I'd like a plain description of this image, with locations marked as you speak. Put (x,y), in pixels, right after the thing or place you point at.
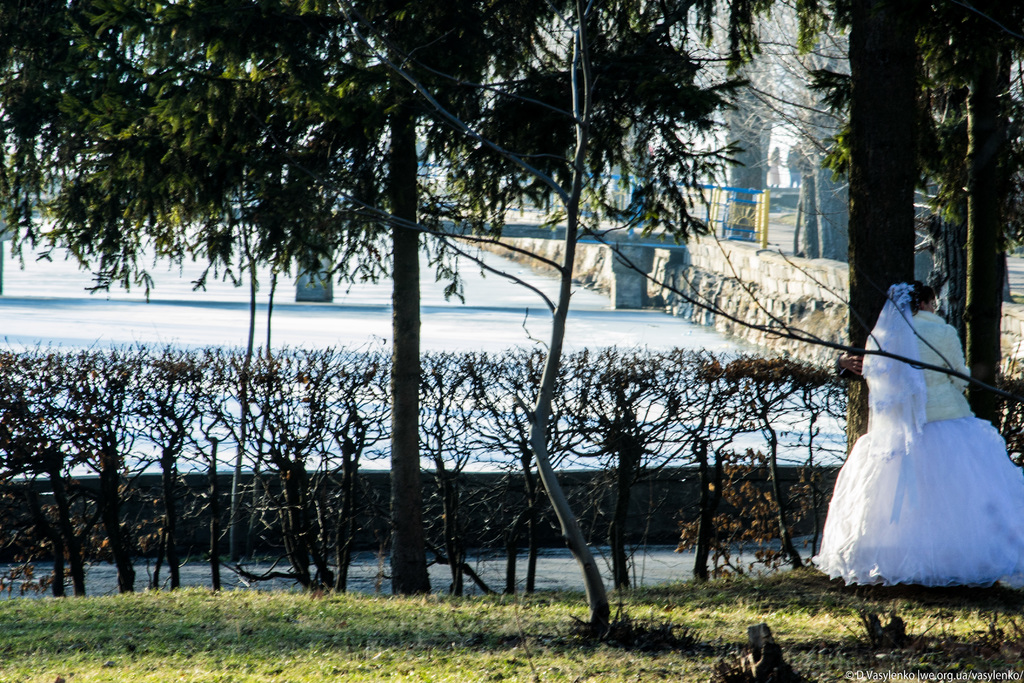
In this image I can see grass ground (861,592) and on it I can see number of trees (89,47) and on the right side (920,332) I can see one person (893,308) is standing. I can also see this person (889,391) is wearing white colour dress (967,568). In the background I can see a bridge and few more people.
